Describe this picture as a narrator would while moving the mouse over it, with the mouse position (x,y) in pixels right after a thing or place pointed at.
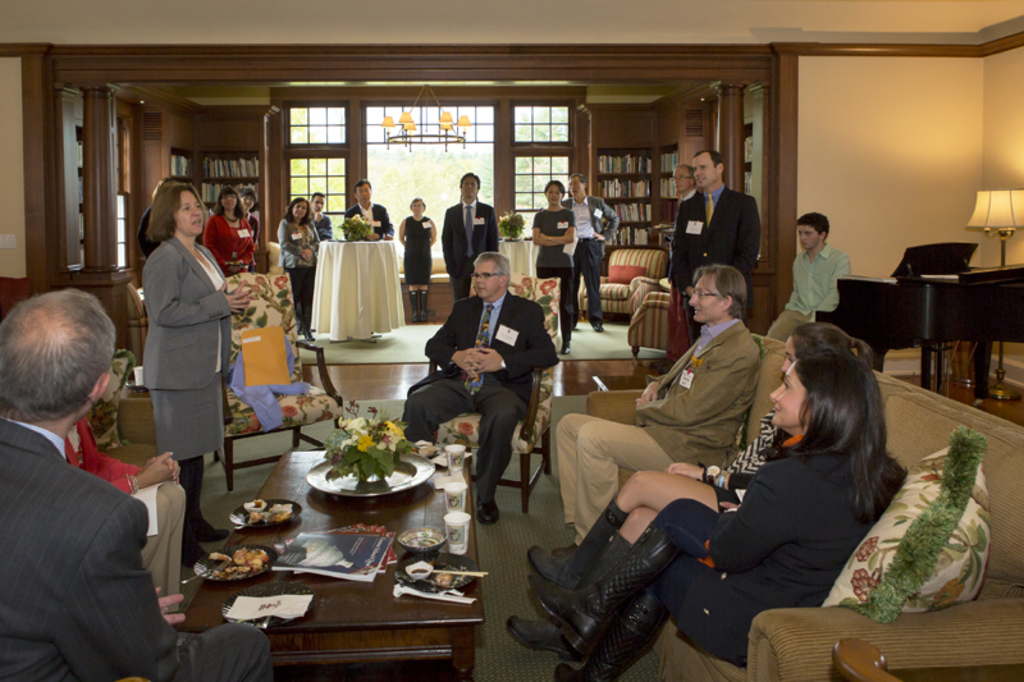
This is the picture of a place where we have some people (834,474) sitting on the sofa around the table (314,507) on which some things (371,480) are placed and there are some people (172,309) standing and some shelves (667,155) in which some things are placed and a table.
